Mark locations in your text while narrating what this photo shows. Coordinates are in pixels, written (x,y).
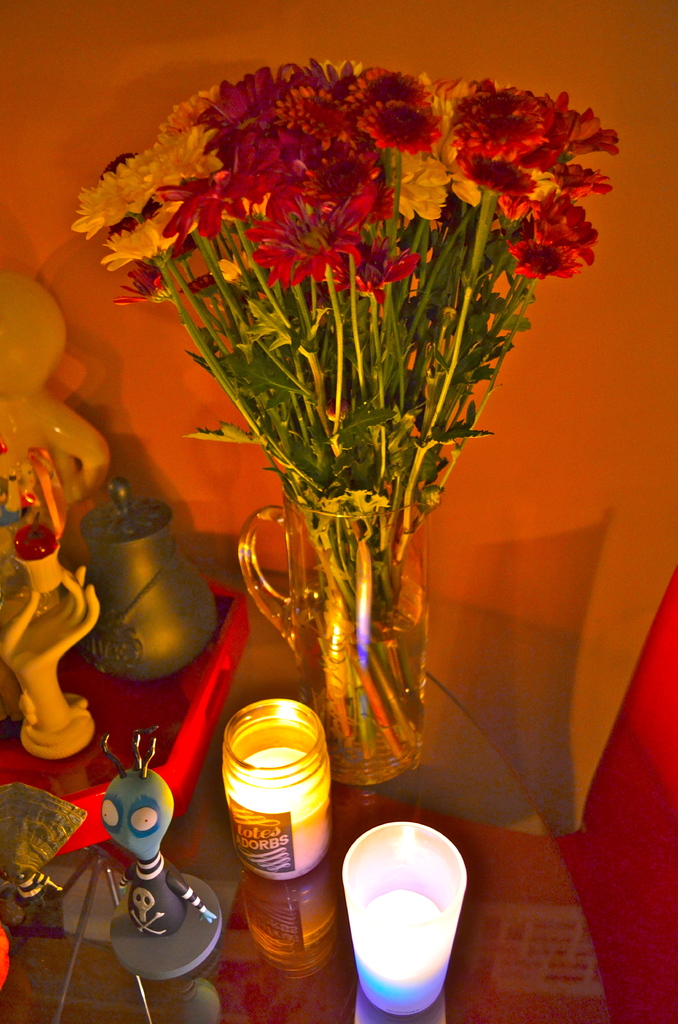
This is the picture of a table (305,993) on which there is a flower vase (367,628) and some toys (154,740).
